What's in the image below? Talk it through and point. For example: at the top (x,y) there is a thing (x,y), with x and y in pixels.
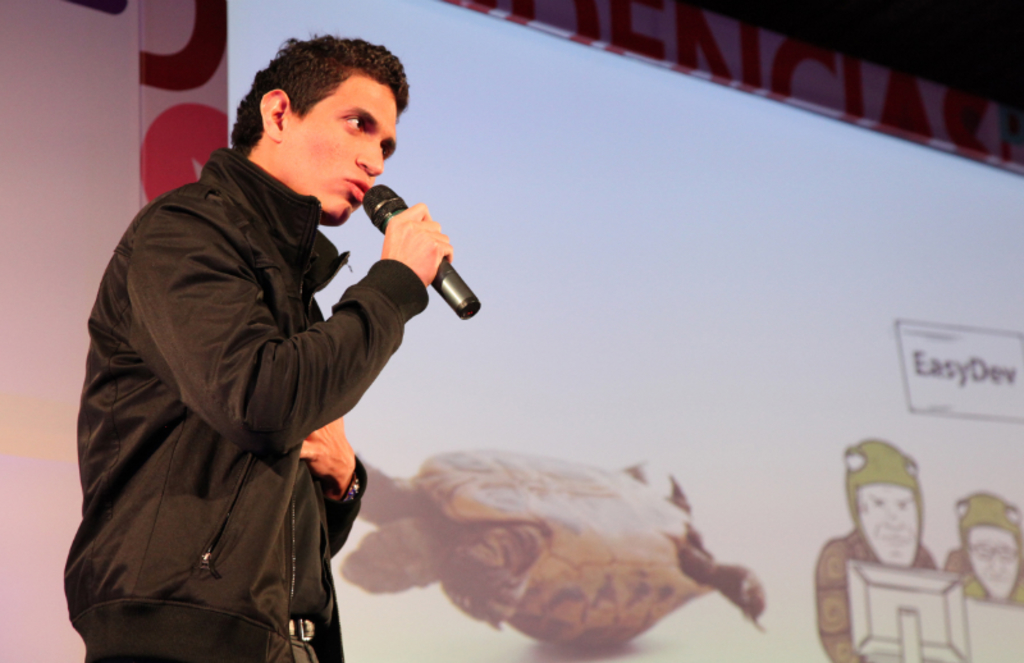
There is a person (72,590) standing on the left side (327,624). He is holding a microphone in his hand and he is speaking on a microphone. Here we can see a screen (559,386) which is in the center (591,296).
